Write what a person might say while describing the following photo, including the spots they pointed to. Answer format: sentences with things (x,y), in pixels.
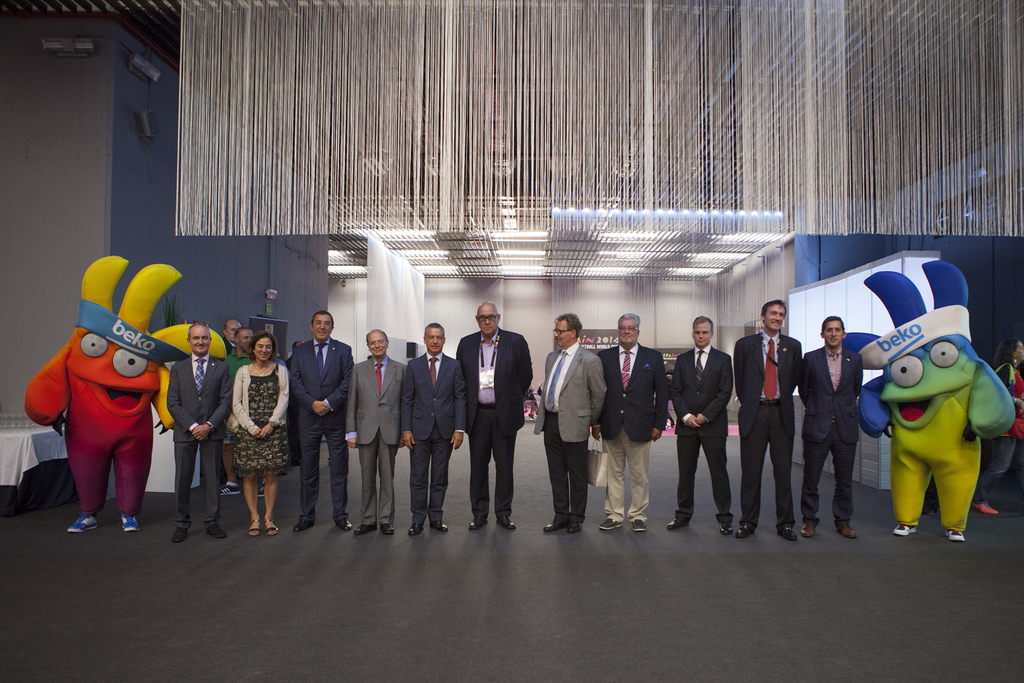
In this image we can see people (451,365) and clowns (897,465) standing on the floor (537,530). In the background (459,254) there are grills (490,234), electric lights (524,237) and tables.
